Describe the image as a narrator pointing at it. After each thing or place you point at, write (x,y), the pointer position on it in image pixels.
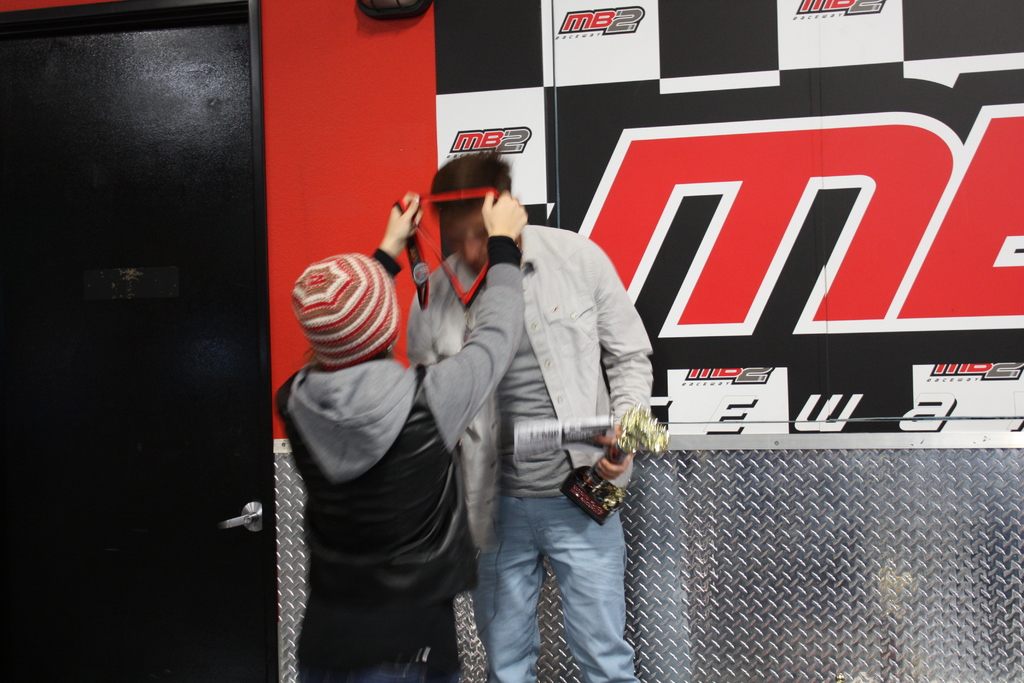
In this image, we can see two persons (460,520) standing. In the middle of the image (574,350), we can see a person (572,330) holding a paper (592,432) and trophy (592,481) and another person (407,419) holding medals (422,266). In the background (611,179), we can see a board (697,152), object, metal sheet (777,519) and door (250,413) with a handle (242,516).
